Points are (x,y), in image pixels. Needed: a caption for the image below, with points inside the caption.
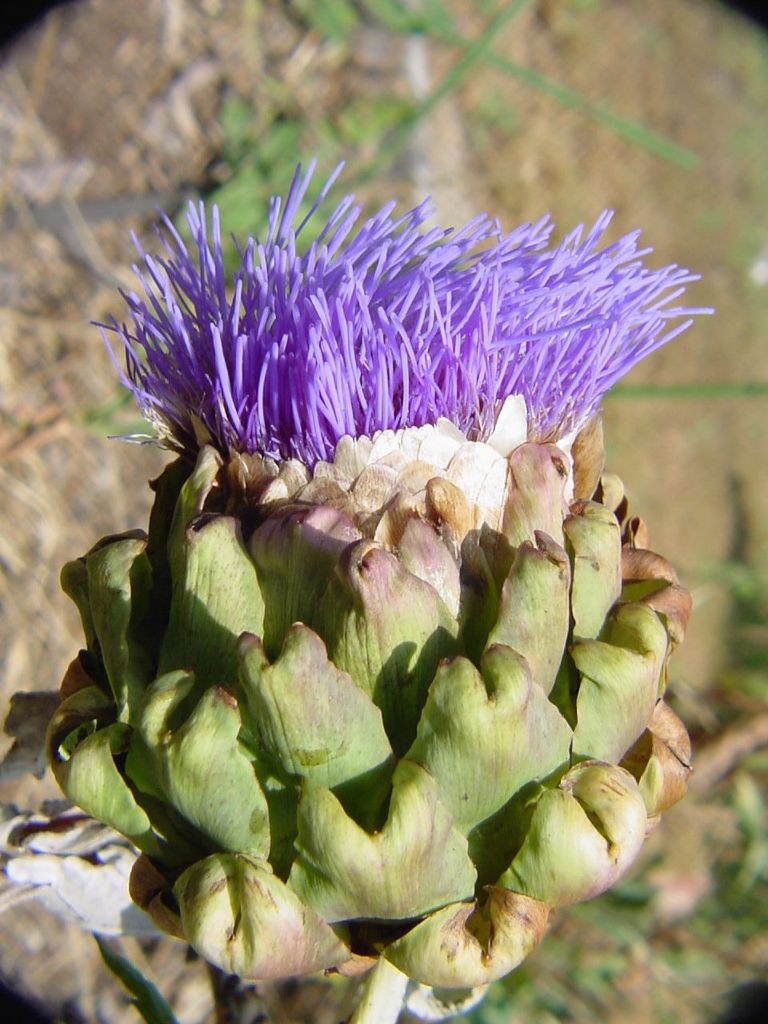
In this image I can see a flower (165,345) in purple color, and leaves (579,560) in green color.
